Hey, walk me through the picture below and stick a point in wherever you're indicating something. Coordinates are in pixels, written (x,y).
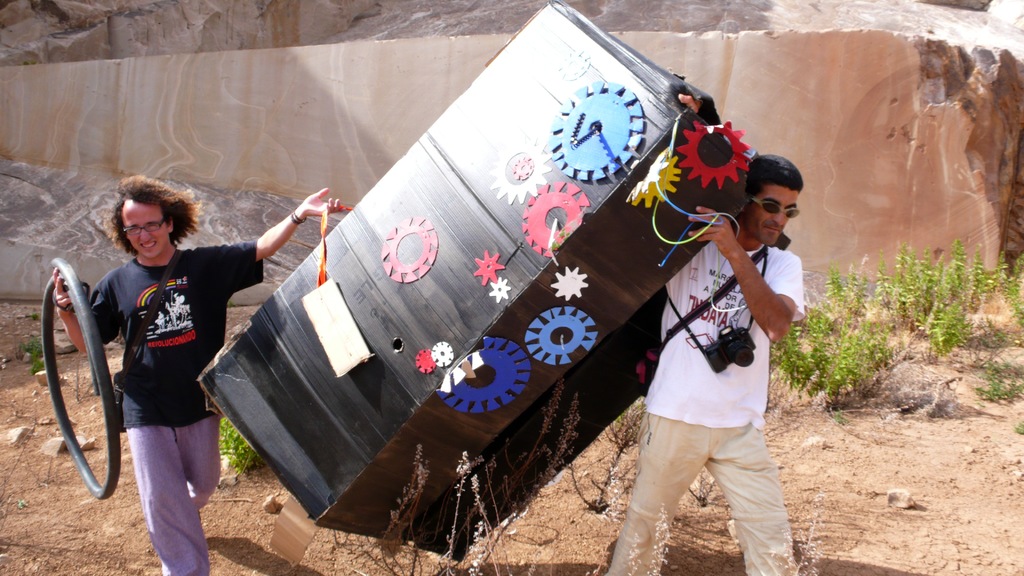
In this image, we can see people (123,312) and are holding some objects (418,323) and wearing cameras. In the background (365,51), there is a rock (816,104) and we can see some plants (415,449).
